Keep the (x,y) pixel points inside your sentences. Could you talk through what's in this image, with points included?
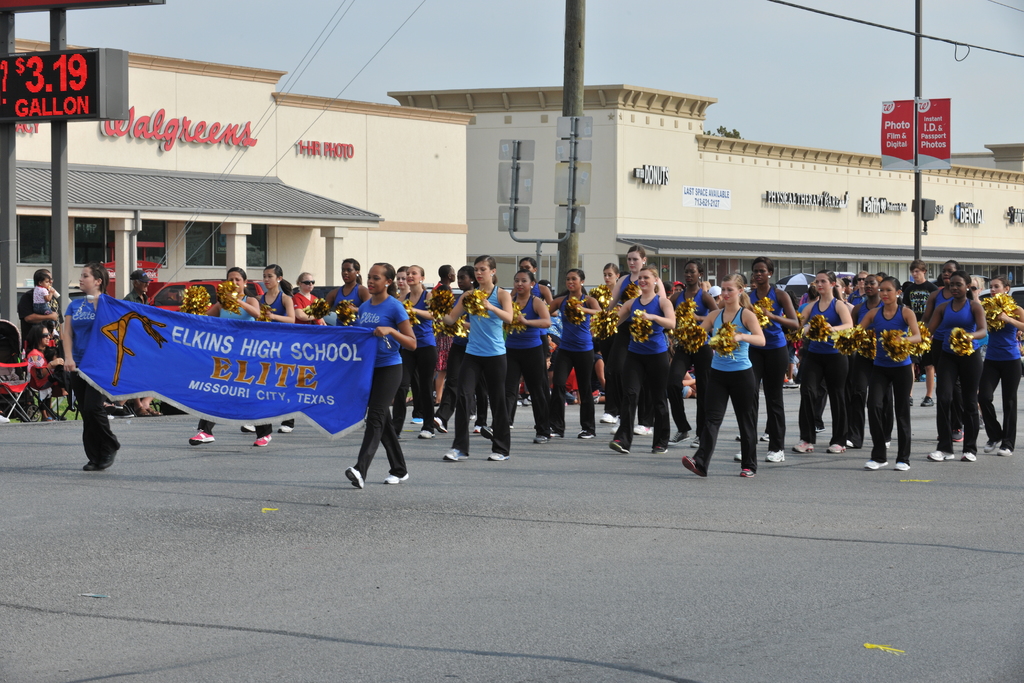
In this image I can see group of people (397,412). There are two persons (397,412) holding a banner (140,370). There are buildings (491,204), poles (580,28), name boards (940,137), cables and in the background (813,85) there is sky (781,60).
